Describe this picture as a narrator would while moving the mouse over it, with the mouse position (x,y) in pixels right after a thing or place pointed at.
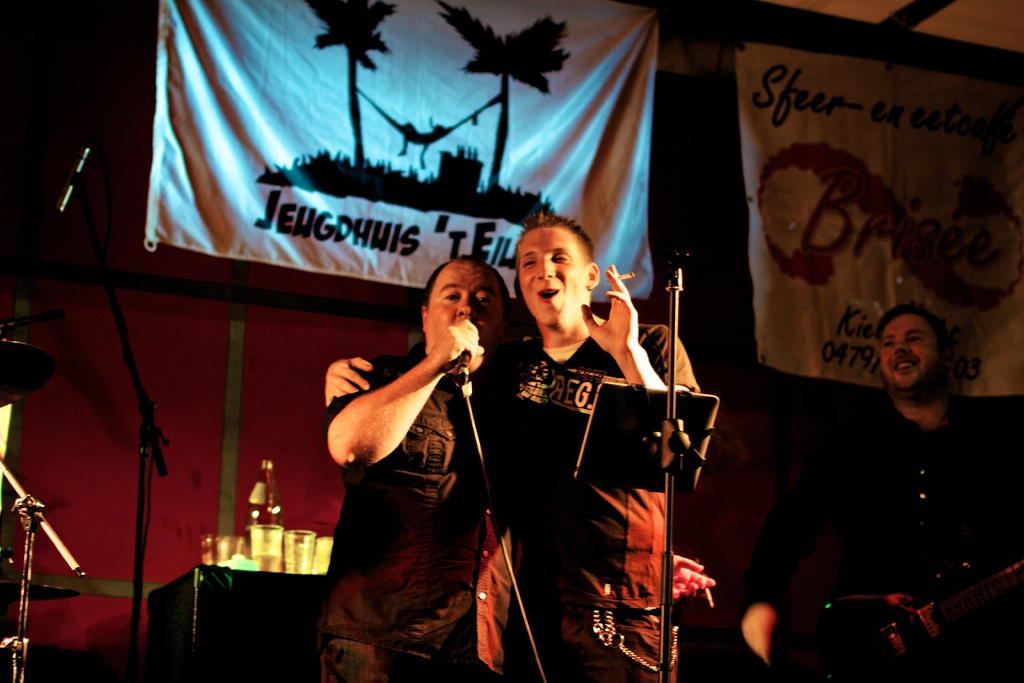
In this picture there are two people (529,381) standing and one of them is holding a microphone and singing. There is a person (915,397) who is holding the guitar (918,591) on the right (950,364).
